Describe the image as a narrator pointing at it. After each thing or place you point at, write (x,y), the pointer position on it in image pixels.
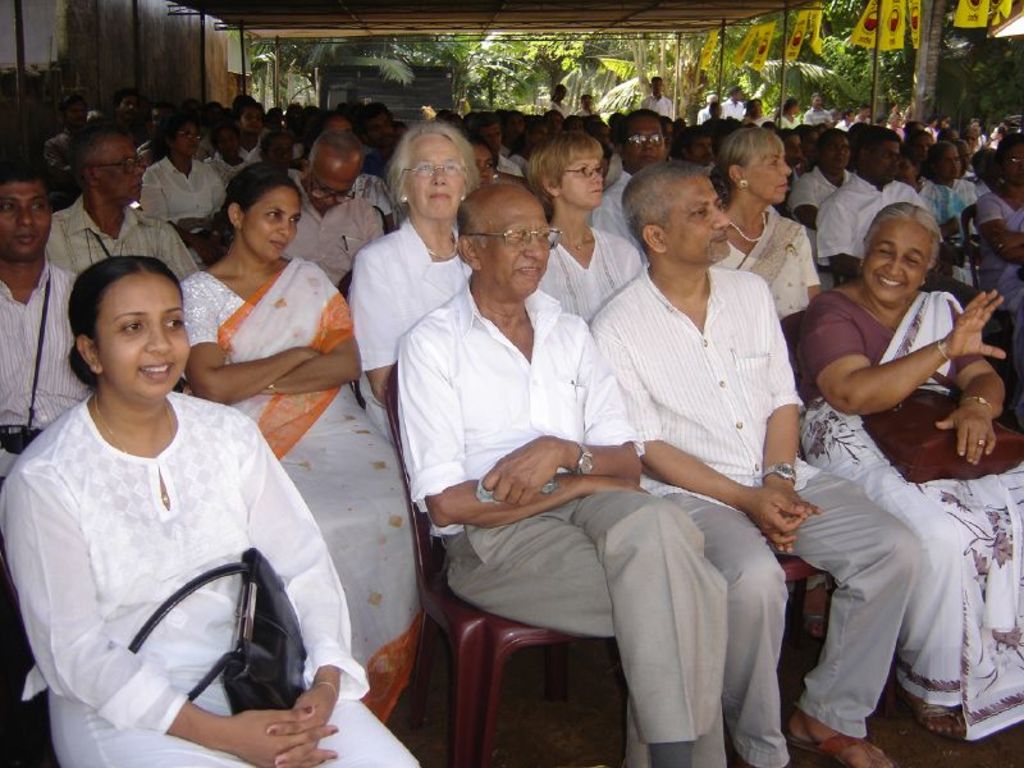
In this picture I can see group of people (702,343) sitting on the chairs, there are group of people (975,127) standing, there are banners (768,48), and in the background (644,57) there are trees (612,56).
